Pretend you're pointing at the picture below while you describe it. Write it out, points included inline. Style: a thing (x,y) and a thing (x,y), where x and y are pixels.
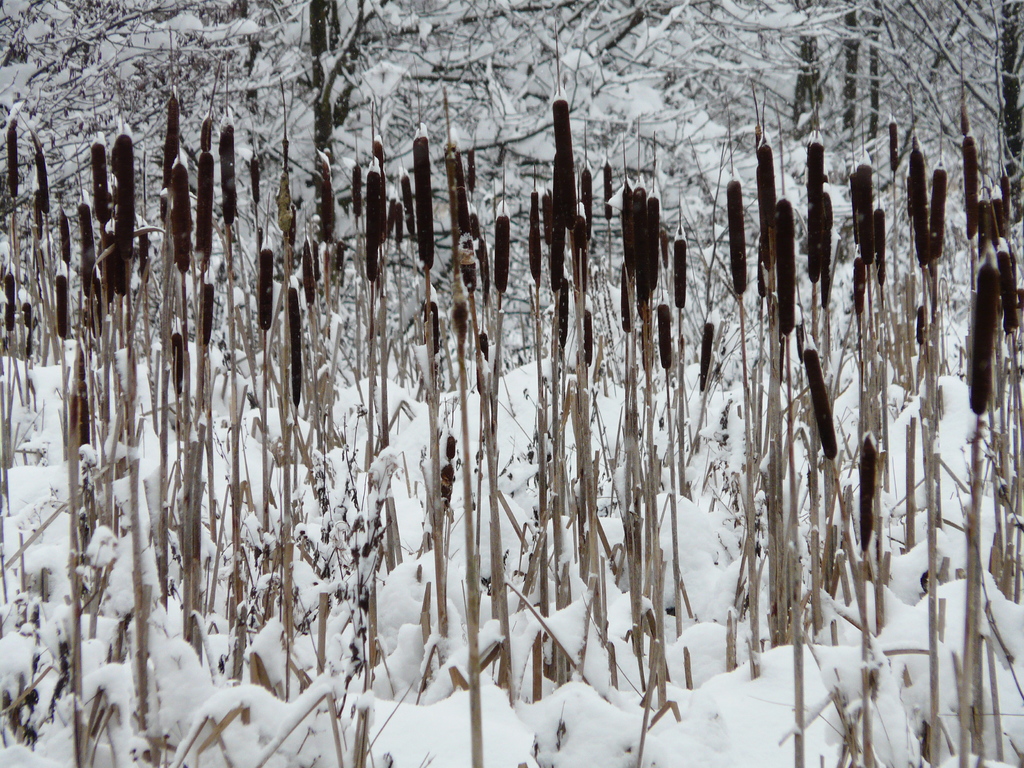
We can see plants (958,526) and snow (299,523), in the background (976,7) we can see trees (968,91) covered with snow (393,134).
